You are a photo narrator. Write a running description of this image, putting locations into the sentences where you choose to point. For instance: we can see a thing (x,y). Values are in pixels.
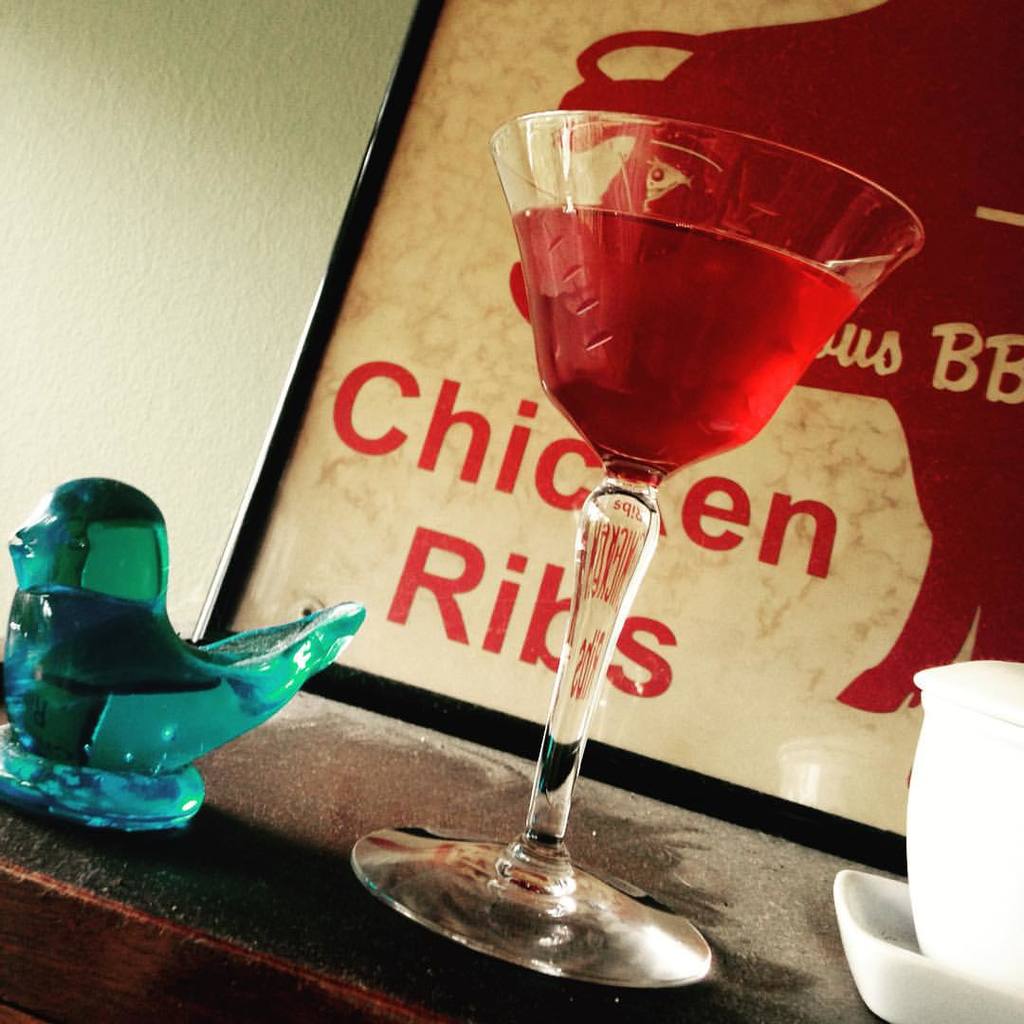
In this picture there is a glass (700,379) and a red color liquid (643,402) in it. A blue color show piece (148,604), bowl (959,671) and plate (900,957) are placed on the desk (402,954). A frame (637,596) is seen on the wall (246,388).
